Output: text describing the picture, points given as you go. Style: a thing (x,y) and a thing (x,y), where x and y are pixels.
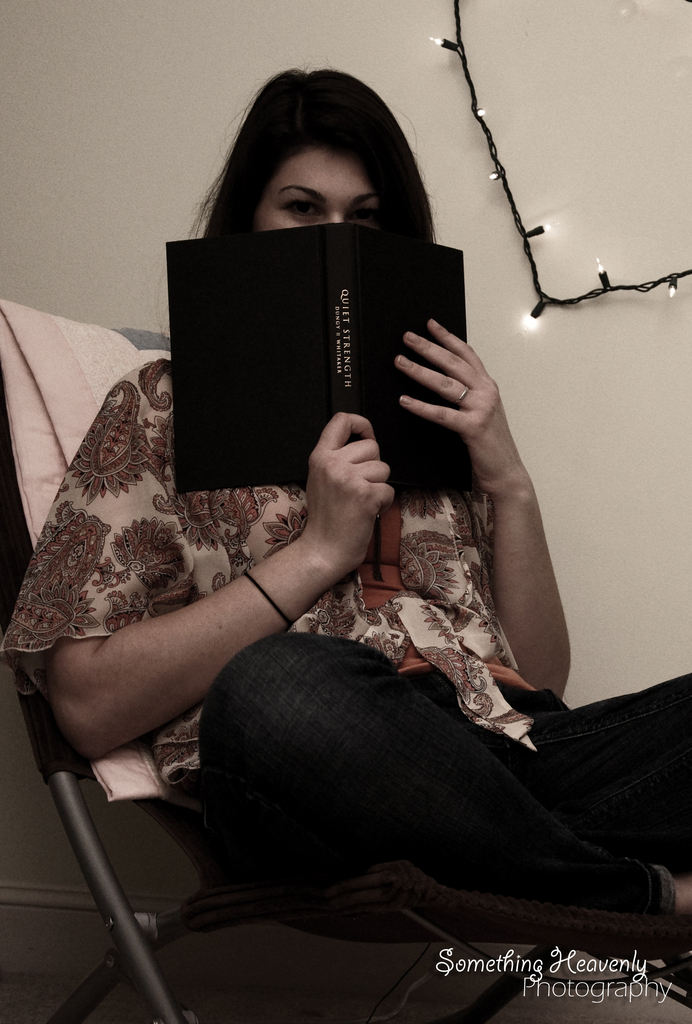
This image is taken indoors. In the background (550,484) there is a wall (91,209) and there is a rope light (462,57). At the bottom of the image (73,977) there is a floor (68,985). In the middle of the image (330,480) a woman (304,754) is sitting on the chair (124,963) and she is holding a book (298,296) in her hands (334,496).
